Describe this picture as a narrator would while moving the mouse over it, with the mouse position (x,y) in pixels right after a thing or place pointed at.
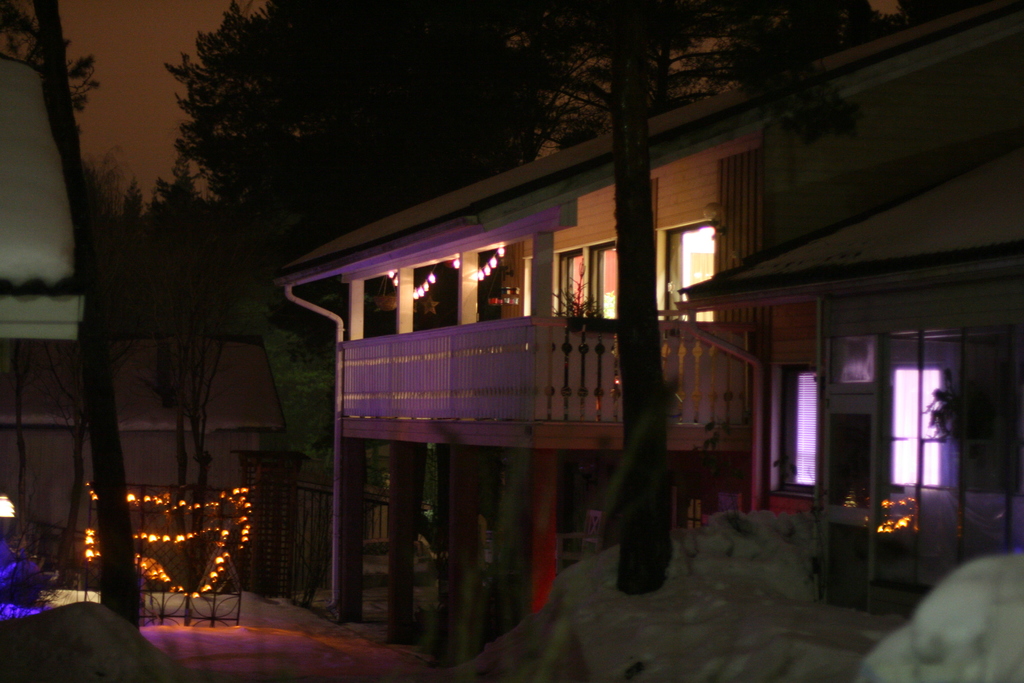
In this image we can see a house (414,402) with roof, windows (936,477), door (831,441) and some lights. We can also see a group of trees (372,479), the bark (640,411) of a tree (635,434) and some lights (219,548) to a barricade (221,602) and the sky (172,143).
